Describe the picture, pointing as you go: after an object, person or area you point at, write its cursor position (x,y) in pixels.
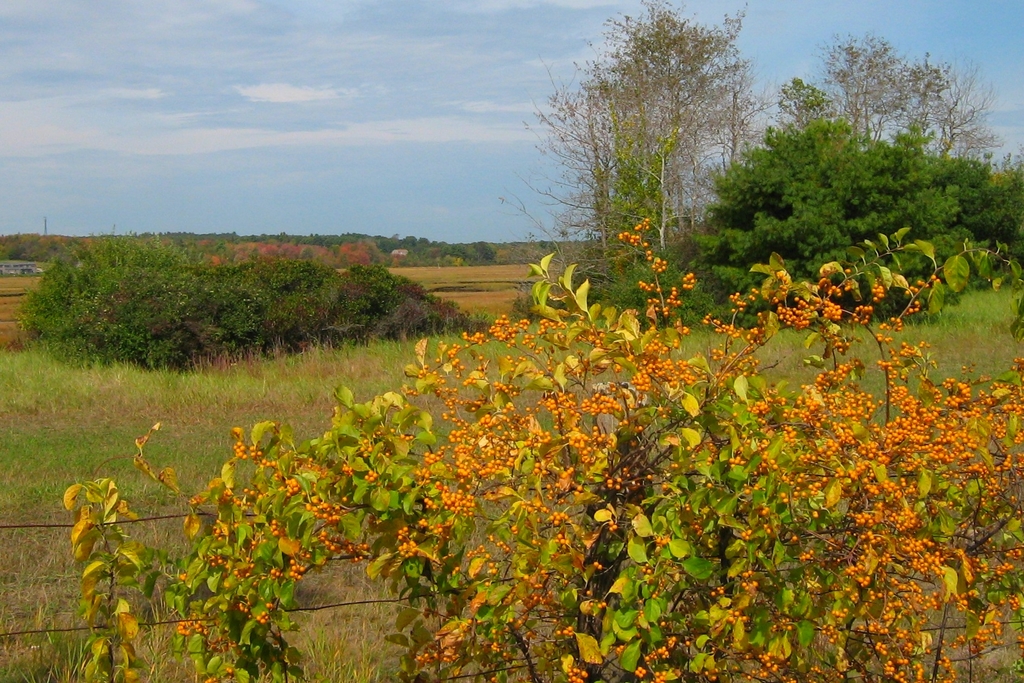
In this image I can see some plants (492,407). I can see the grass (232,402). In the background (391,226), I can see the clouds (307,144) in the sky (315,204).
